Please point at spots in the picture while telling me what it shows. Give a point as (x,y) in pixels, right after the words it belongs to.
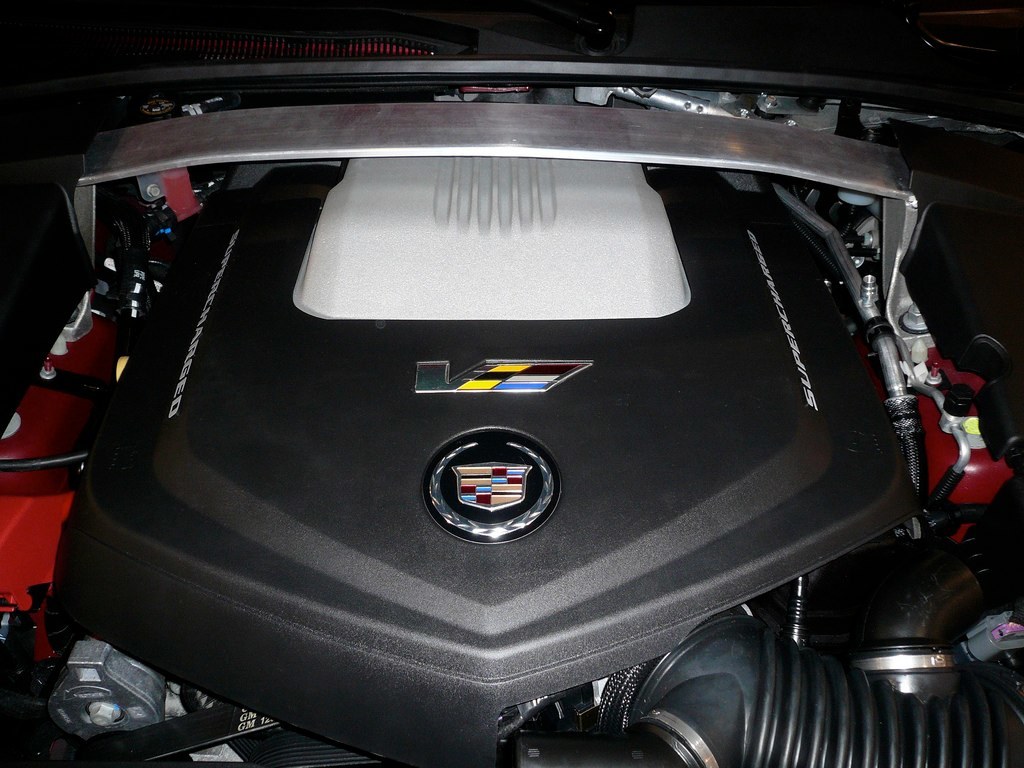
This is an inside part (684,268) of a vehicle (464,379).
